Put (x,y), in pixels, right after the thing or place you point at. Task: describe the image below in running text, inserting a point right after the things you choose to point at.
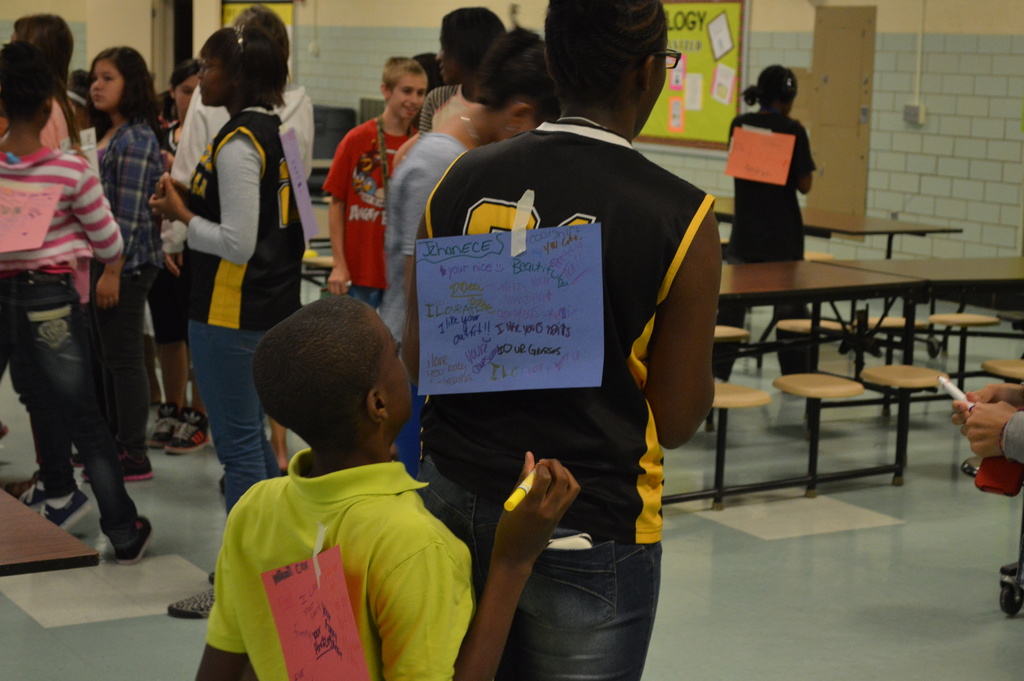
In this image we can see a person (644,512) is standing and there is a paper (562,350) attached to the back (630,530) with texts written on it and behind there is another person (388,531) holding a sketch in the hand (523,509) and there is paper (316,613) attached to his back (383,518). In the background (181,306) we can see few persons (110,298) and among them few persons (59,264) are having papers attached to their backs (55,251), boards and objects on the wall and there are objects (833,337).
